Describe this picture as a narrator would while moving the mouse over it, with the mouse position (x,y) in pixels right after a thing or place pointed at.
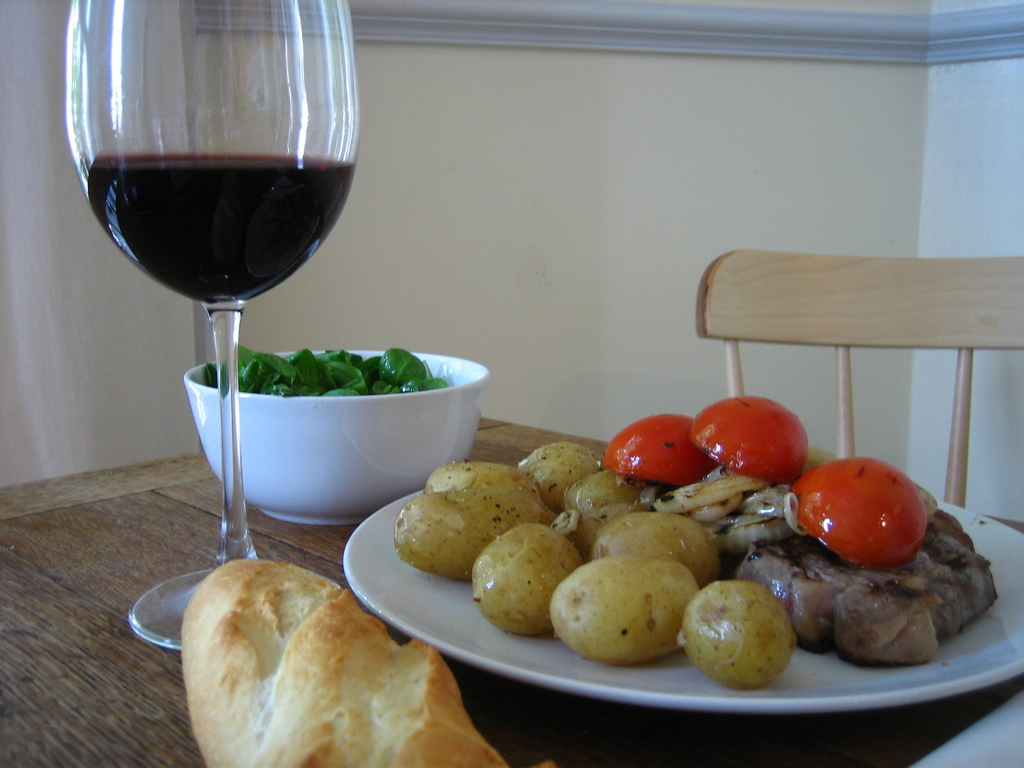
In this image we can see a table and a chair (806,324). On the table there are wine glass (232,317), bowl (330,435) filled with greens (350,389), serving plate (412,592) with some food (699,573) on it and a bread (308,656).
